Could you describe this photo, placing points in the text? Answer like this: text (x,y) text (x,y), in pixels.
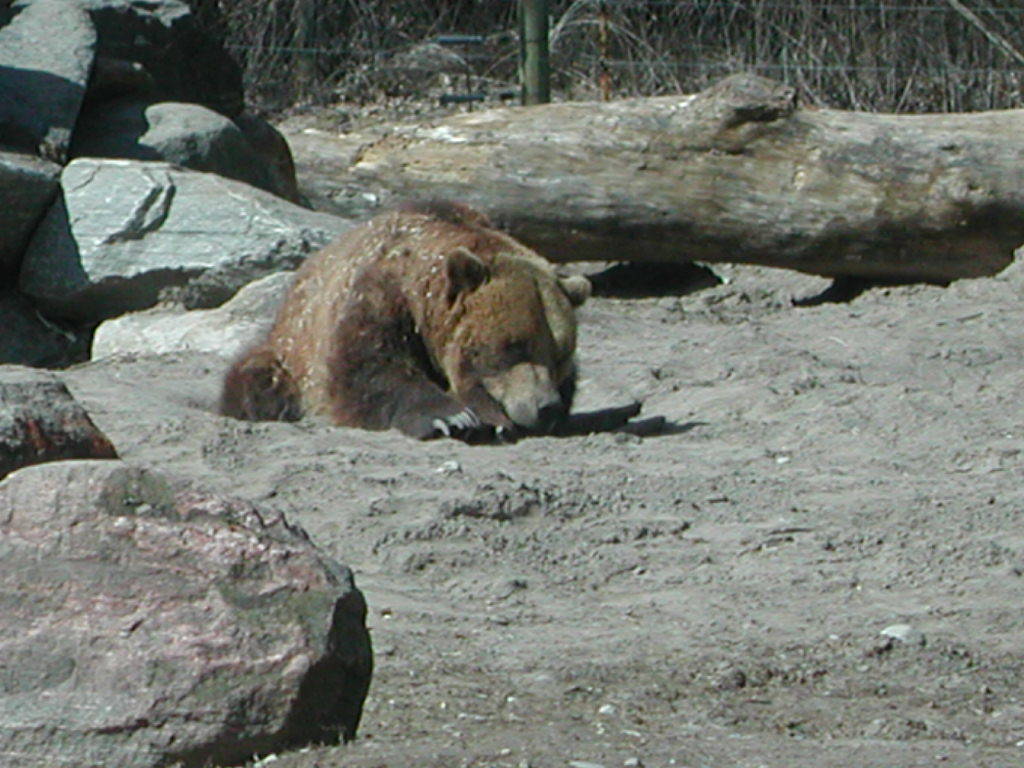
In the image we can see a bear (354,294), light brown in color. This is a wooden log (620,205), sand (518,564), pole (522,44) and rocks (97,613).
